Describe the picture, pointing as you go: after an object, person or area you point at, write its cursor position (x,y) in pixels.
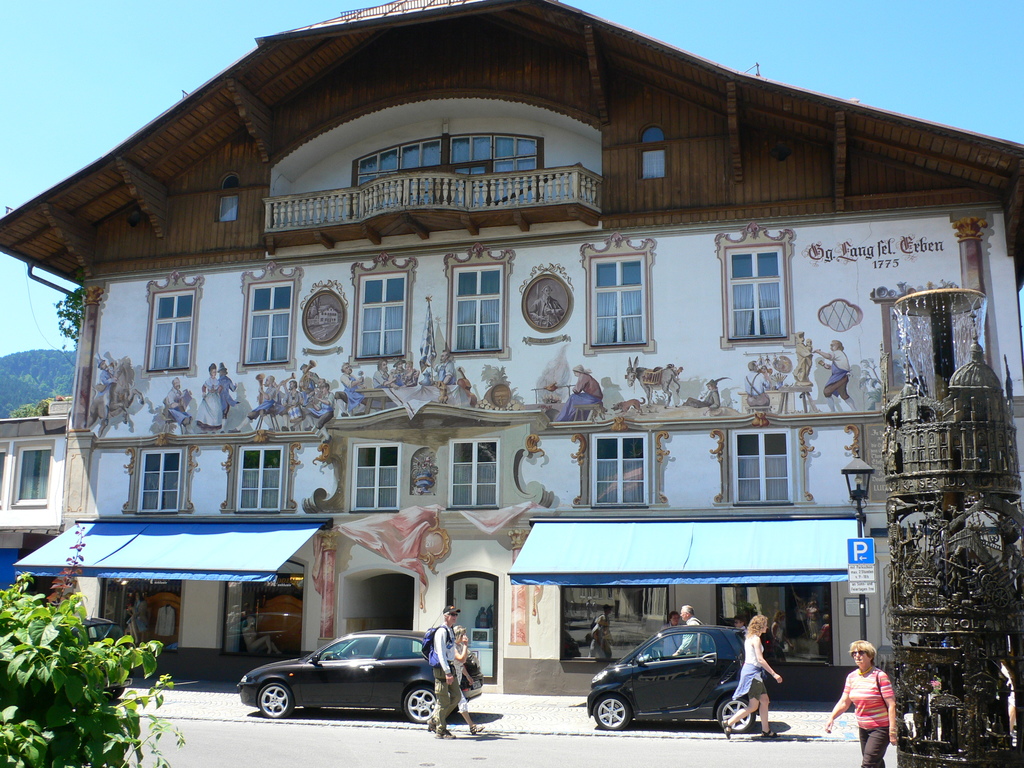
At the bottom of the image (732,760) there is a road (705,764). Behind the road (705,764) there are few people (470,720) walking and also there are two cars (362,682). Behind the cars (717,684) there is a building (658,416) with walls (846,341), roof (142,182), glass windows (177,351), pillars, balcony (578,198) and sculptures (363,402) on it. Below the building (445,432) there are stores (252,589) with roofs (624,585). At the right corner of the image (973,361) there is a fountain (944,536). At the top of the image (589,11) in the background (96,34) there is a sky (109,23).
